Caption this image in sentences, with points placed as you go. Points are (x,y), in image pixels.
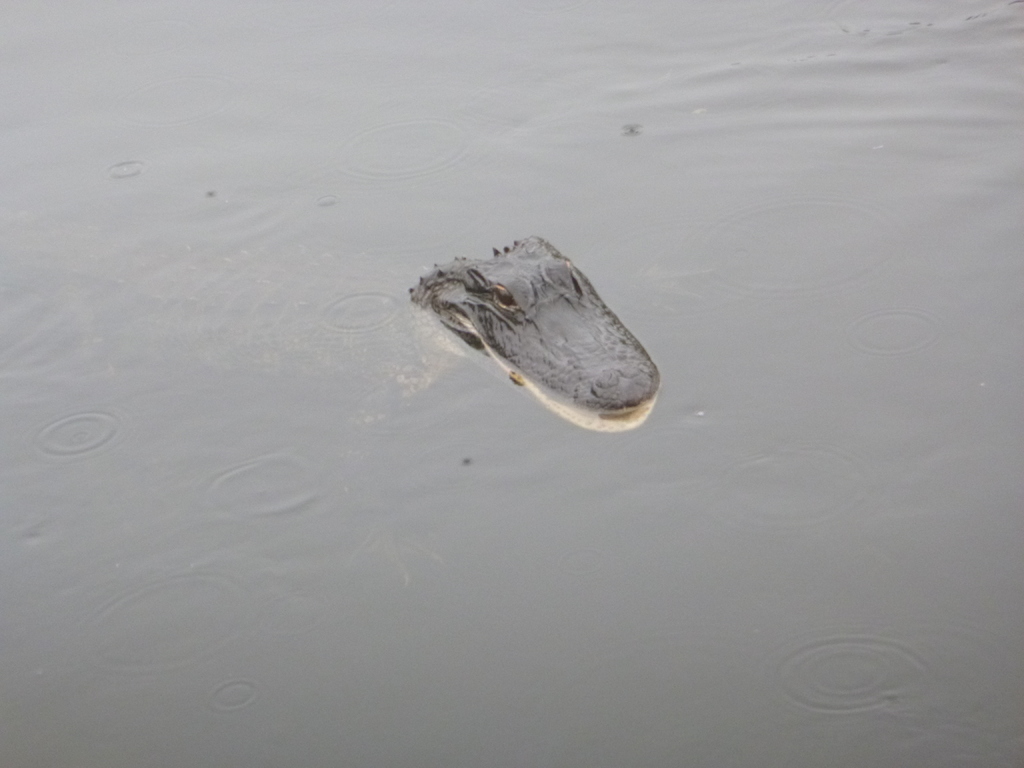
In this image we can see a crocodile's face (496,302) and the crocodile (425,306) is in water (286,404).
